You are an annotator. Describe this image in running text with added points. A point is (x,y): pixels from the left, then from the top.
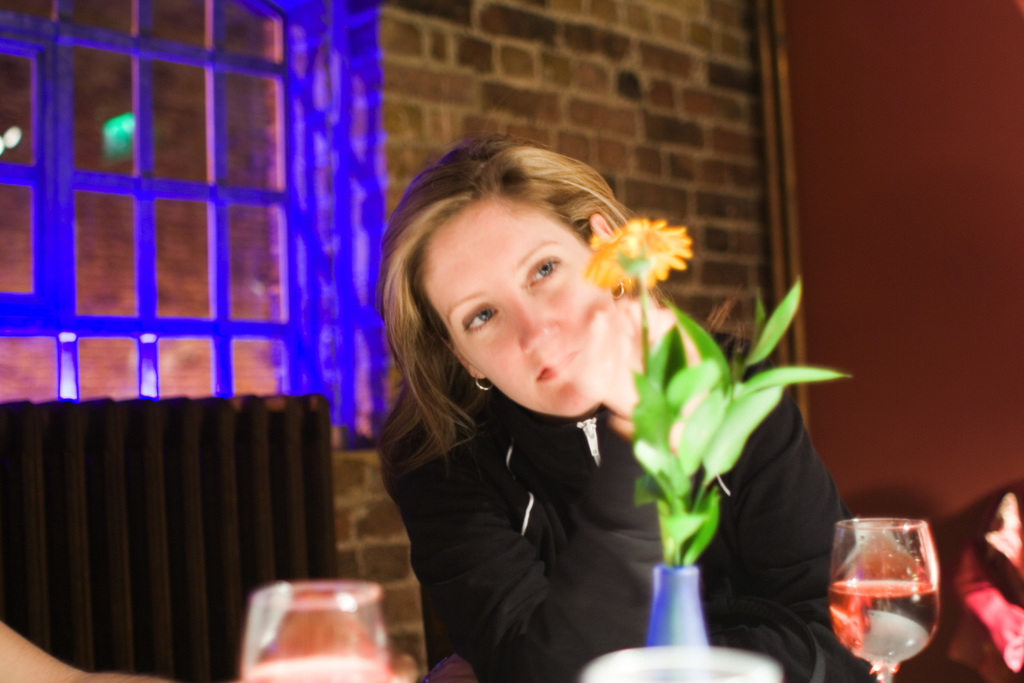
In this picture we can see a person (541,405) sitting on a chair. In front of her there is a flower vase (656,585) and glasses (881,671) on an object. Behind her there are windows (151,198) and wall (593,162).
